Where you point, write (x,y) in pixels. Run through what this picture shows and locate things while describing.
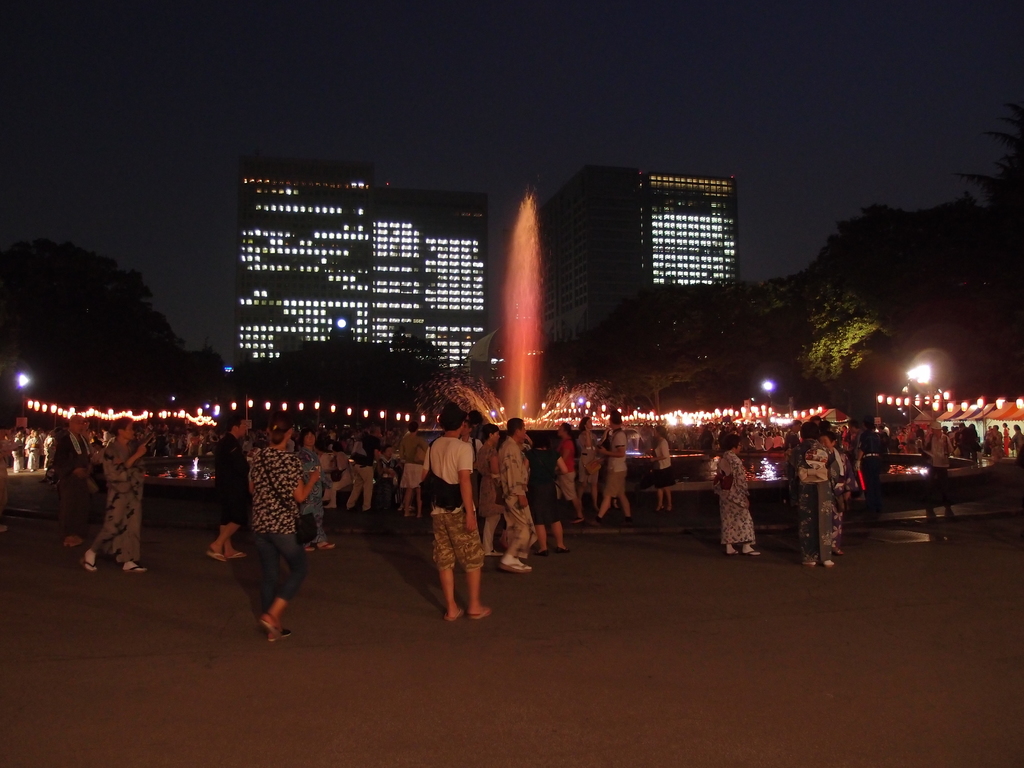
In this image we can see a few people (385,433) standing, there are some buildings (421,277), lights (475,270), poles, trees (395,395) and a water fountain (548,409).
